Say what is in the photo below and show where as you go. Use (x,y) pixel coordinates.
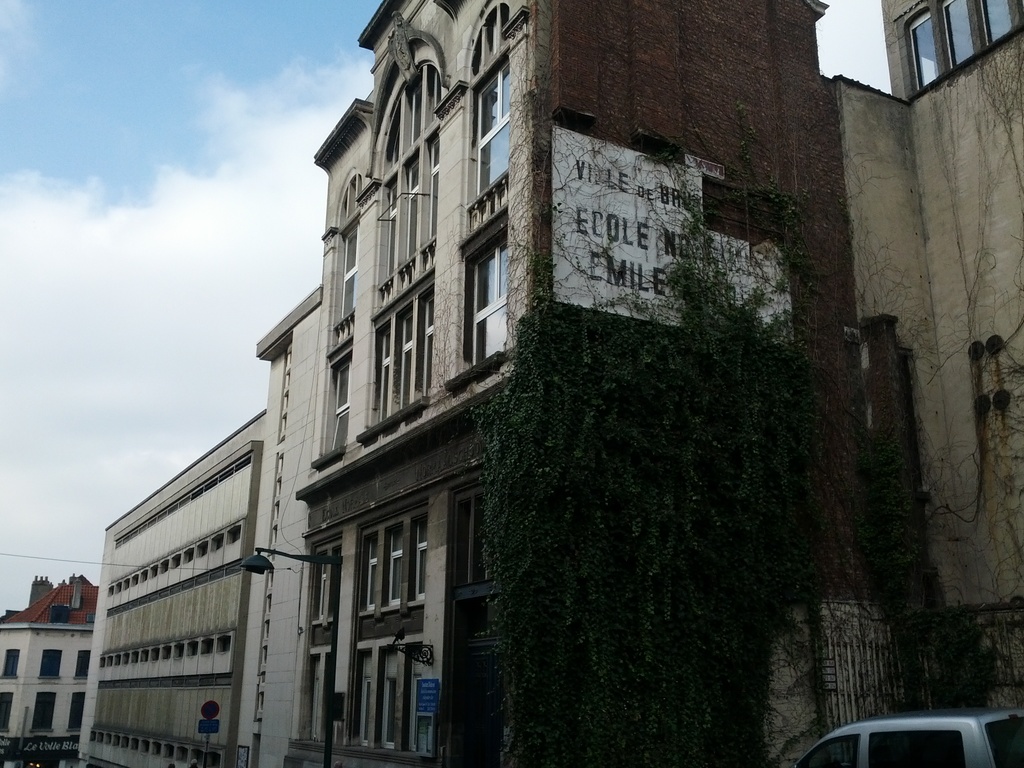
In the middle of the image (420,389) there is a building (445,199) with windows (404,388), walls (618,68) and to the walls (836,476) there are creepers (594,484). In front of the walls (289,570) there are poles (212,719) with sign boards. To the right bottom corner of the image (857,731) there is a car (984,712). And to the left top of the image (192,62) there is a sky (64,202) with clouds (151,333). And to the bottom left of the image (62,637) there is a building (66,640) with a roof (19,618), windows (53,653) and walls (25,671).
